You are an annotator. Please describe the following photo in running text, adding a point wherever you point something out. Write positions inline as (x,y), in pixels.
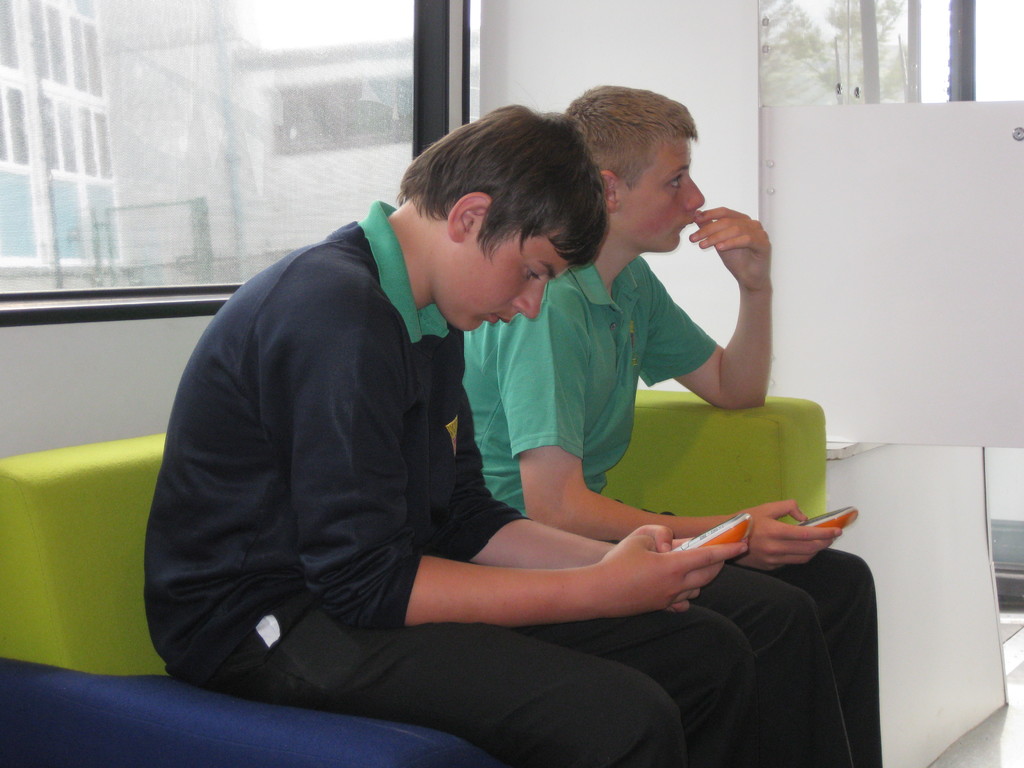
In this image, There are two people (757,350) sitting on the sofa (339,735) in the middle of the image (526,430) and in the right side (932,283) there is a white color board (867,247), in the background (197,100) there is a glass window (221,86).
